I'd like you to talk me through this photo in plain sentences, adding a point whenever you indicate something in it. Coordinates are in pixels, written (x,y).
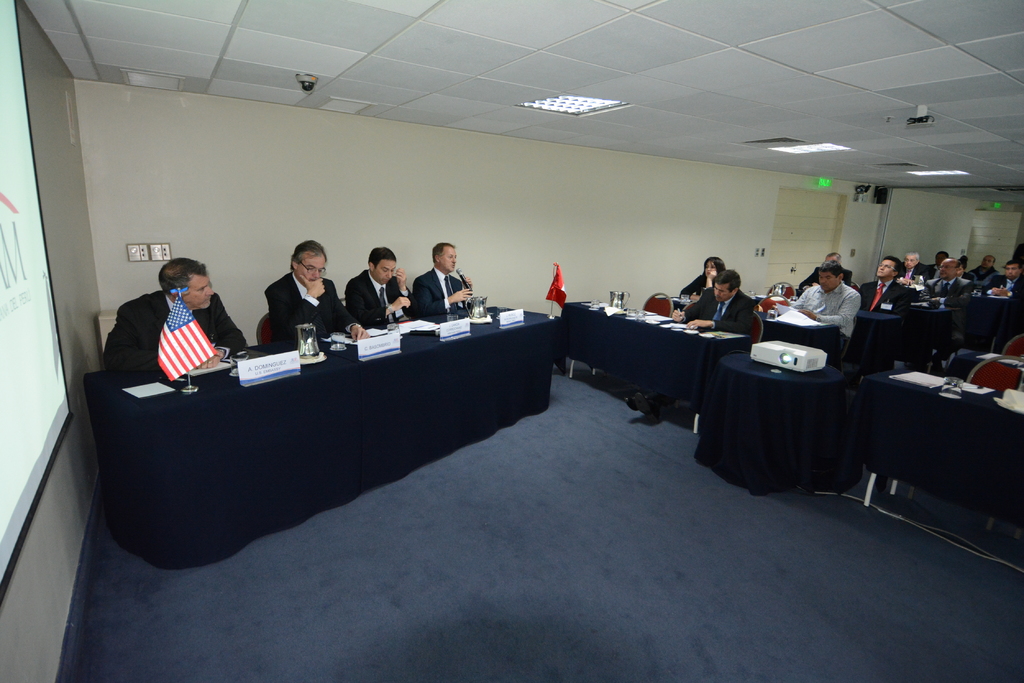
In this image, there are a few people (931,290) sitting. We can see some tables (543,376) covered with a cloth (756,416) and some objects (270,377) like posters (411,325), glasses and boards (278,366) are on it. We can see the ground (577,629) and the projector screen (54,385). We can see the wall (409,267) with some objects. We can see the roof (818,74) with some objects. We can also see a white colored object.
